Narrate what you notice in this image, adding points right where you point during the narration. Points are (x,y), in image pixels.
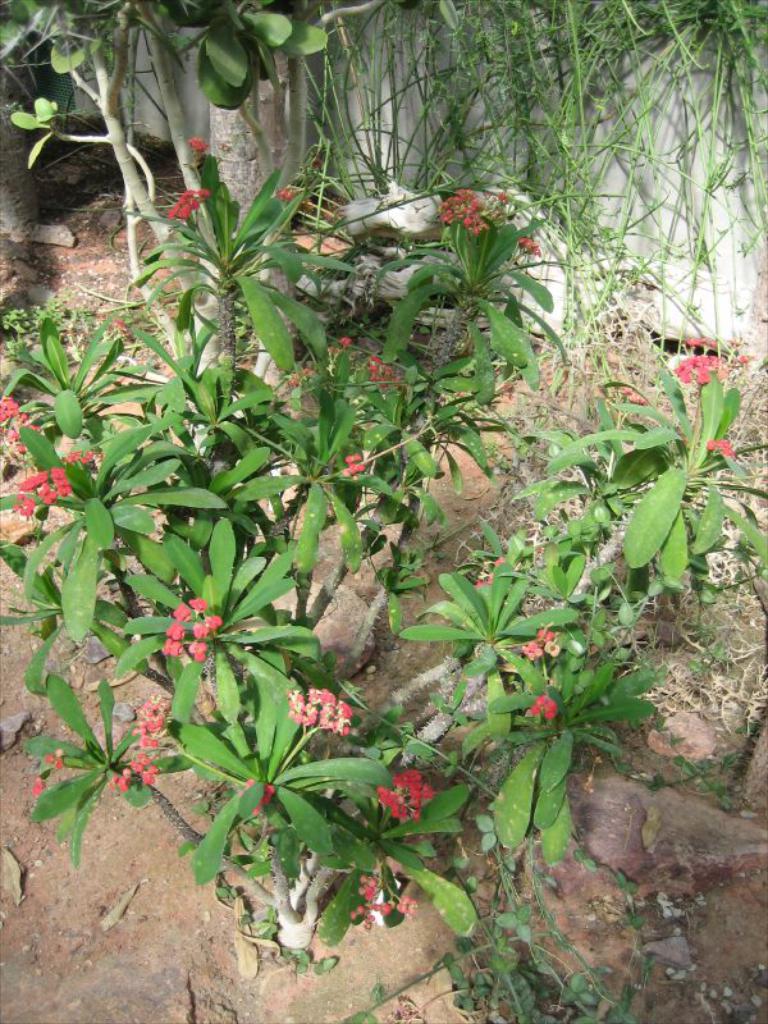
In this picture there are red color flowers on the plant (99,444) and there are different types of plants (571,78). At the bottom (128,943) there is mud (95,999) and there are stones (666,854). At the back (463,172) there is a wall (328,126).
